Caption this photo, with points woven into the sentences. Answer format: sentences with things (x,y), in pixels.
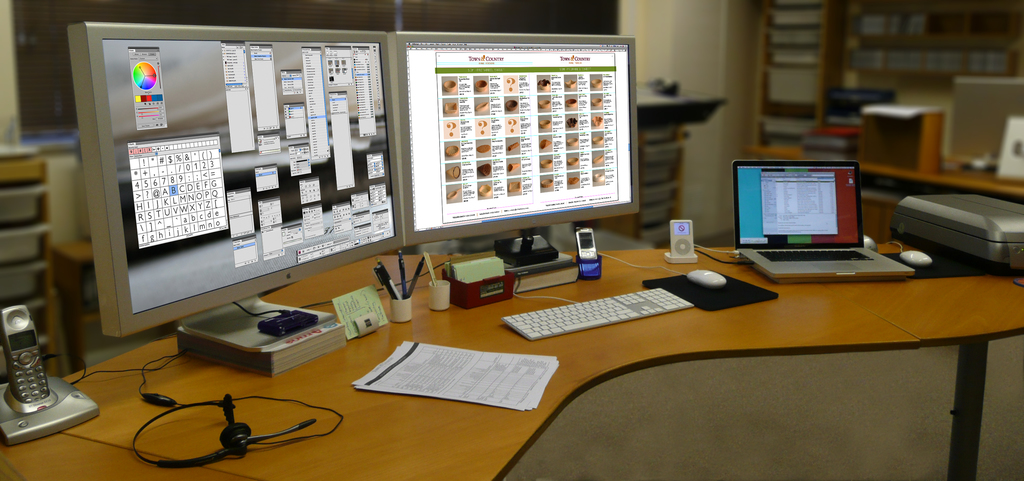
This image is clicked inside the room (686,19). In front (394,426), there is a table (349,436) on which headset (265,436), computers (420,232), laptop (780,271), telephone (52,387), pen stand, scanner (930,237), keyboard (606,311), papers (503,375) are kept. In the background (839,51), there is a wall (715,21) window (479,8) and a rack (29,234).
